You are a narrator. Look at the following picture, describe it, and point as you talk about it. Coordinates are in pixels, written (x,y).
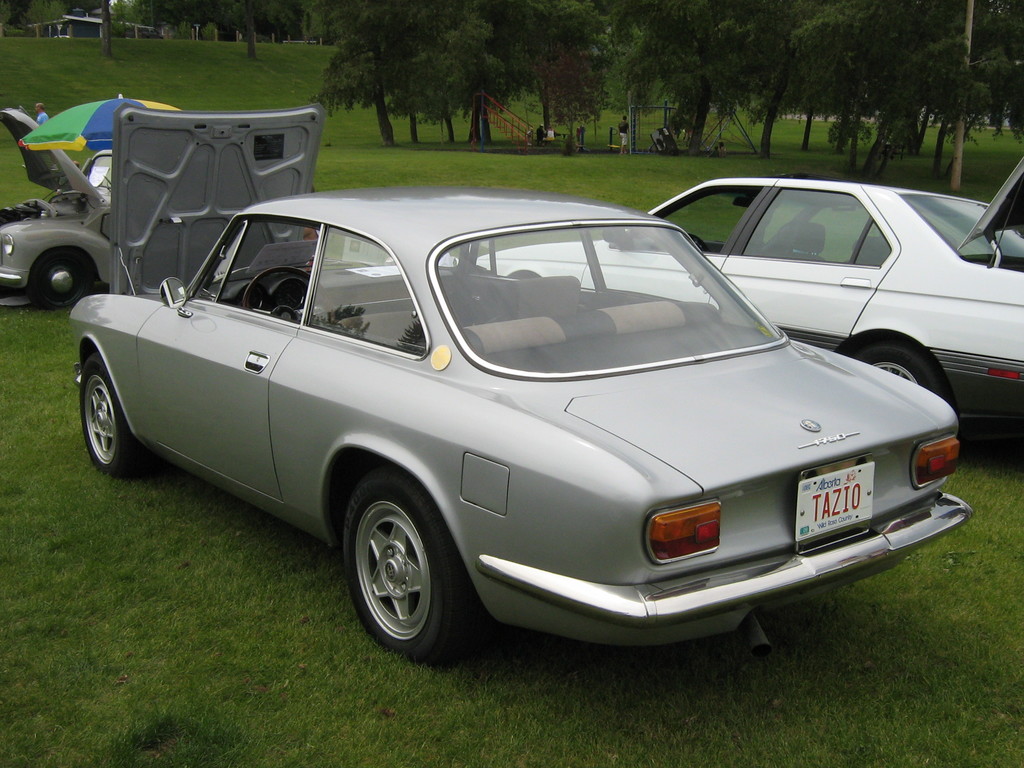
In this image I can see three cars (488,330). They are in different color. Back I can see few people (621,133) and trees (717,84). We can see a colorful umbrella (92,121). Back Side I can see a shed (81,24).
